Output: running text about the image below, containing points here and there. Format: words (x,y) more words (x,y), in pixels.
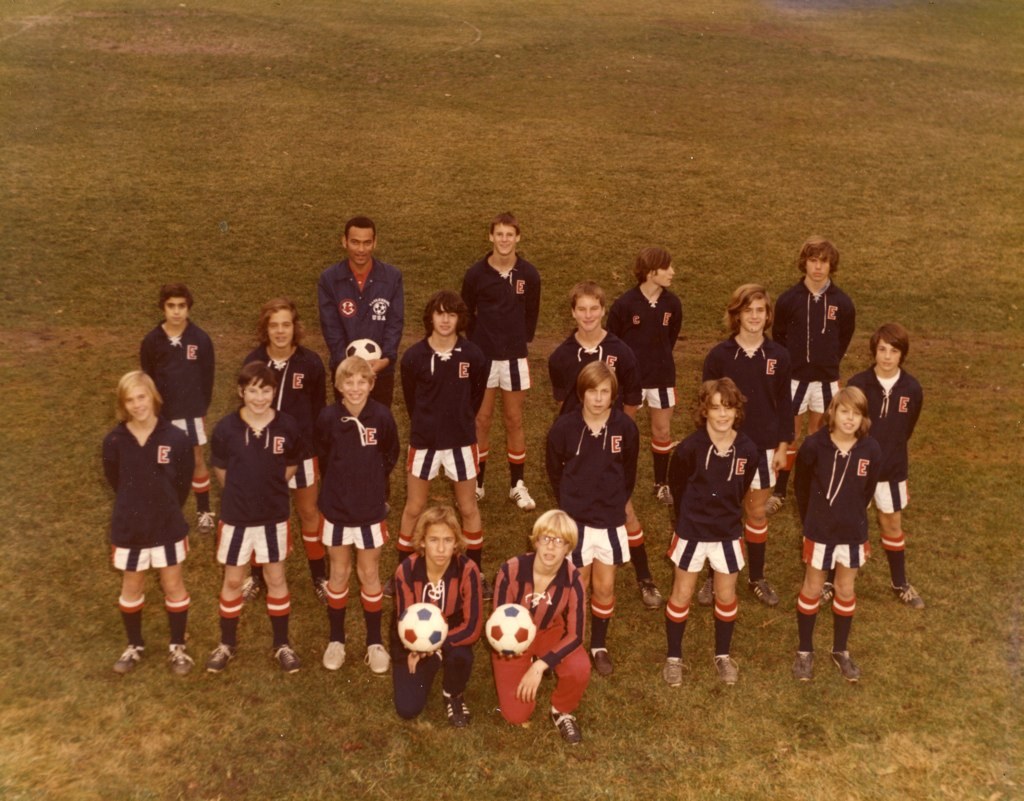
In this image we can see some people (431,366) and among them few people (274,645) standing and wearing sports dress (418,365) and few people (425,671) holding balls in their hands (415,656) and we can see the grass (86,91) on the ground (977,671).
